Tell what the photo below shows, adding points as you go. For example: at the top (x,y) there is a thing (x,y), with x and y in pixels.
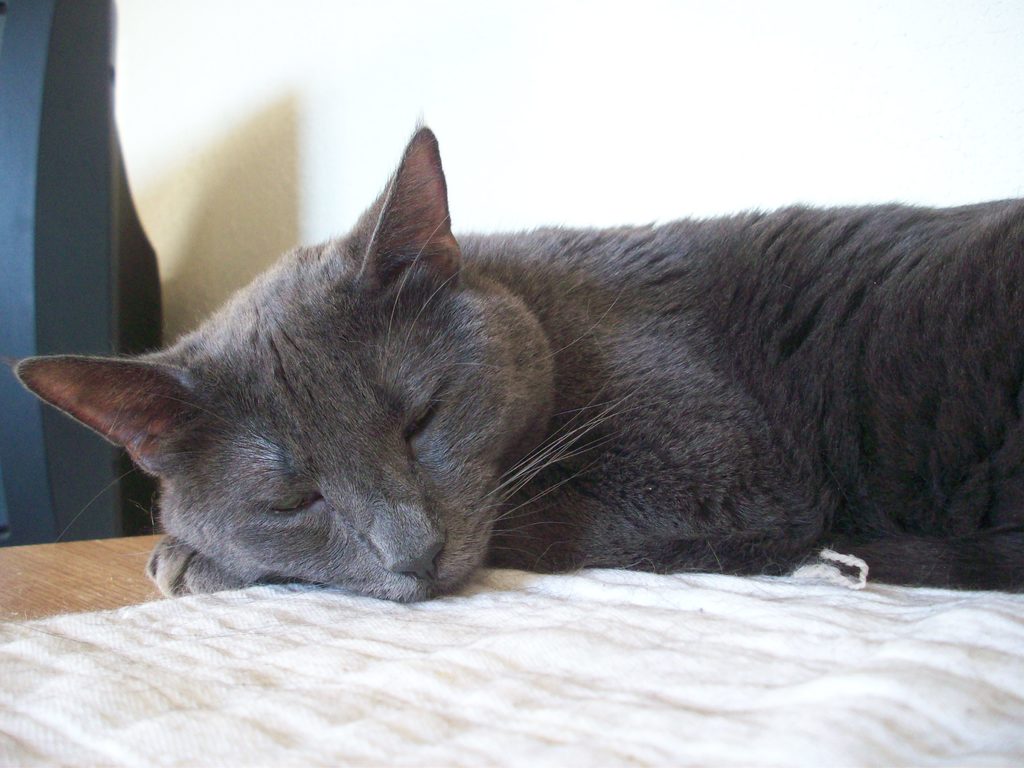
In this image, we can see a cat (662,466) is sleeping on the wooden surface (105,557). Here there is a white cloth (677,739). Background (604,91) there is a wall (629,124). Left side of the image (96,281), we can see a black color object (86,279).
